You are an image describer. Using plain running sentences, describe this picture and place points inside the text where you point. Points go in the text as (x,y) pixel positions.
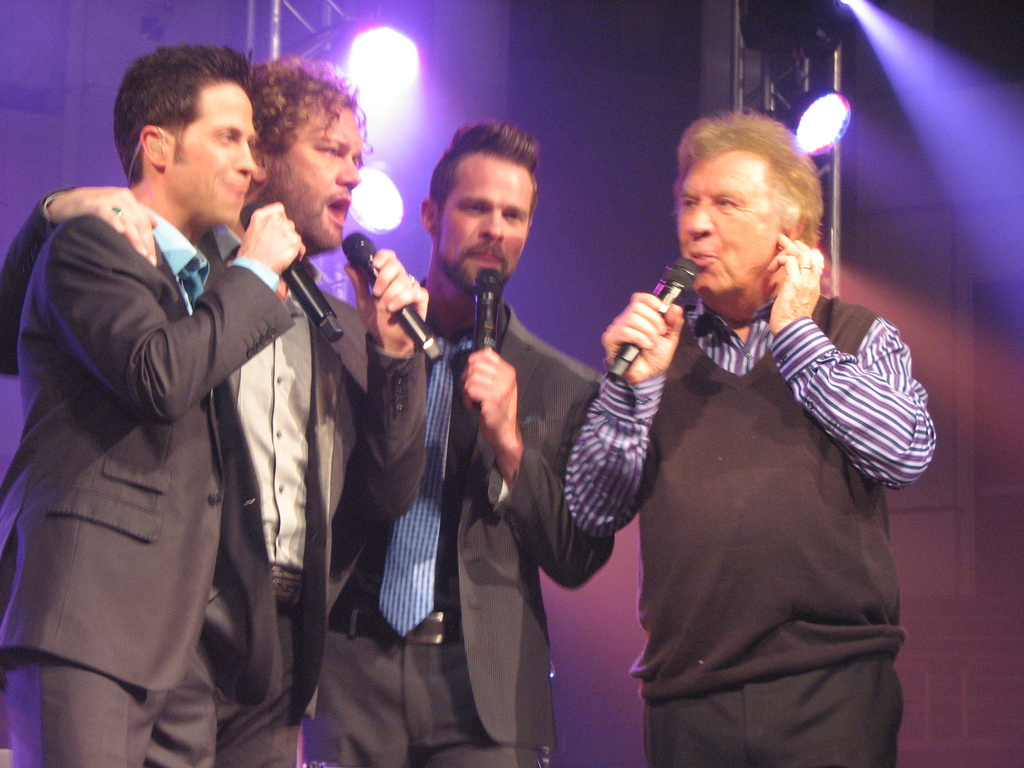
This picture is clicked in musical concert. Here, we see four men (333,469) standing and holding microphones (388,288) in their hands (495,411) and all of them are singing or talking on microphone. Behind them, we see two lights (394,193) and on right top of the image (804,134), we see a single light (818,122) and all the three of them are wearing gray blazer (481,607). The man (611,489) on the right corner (750,468) is wearing dark sweater vest (679,466).
